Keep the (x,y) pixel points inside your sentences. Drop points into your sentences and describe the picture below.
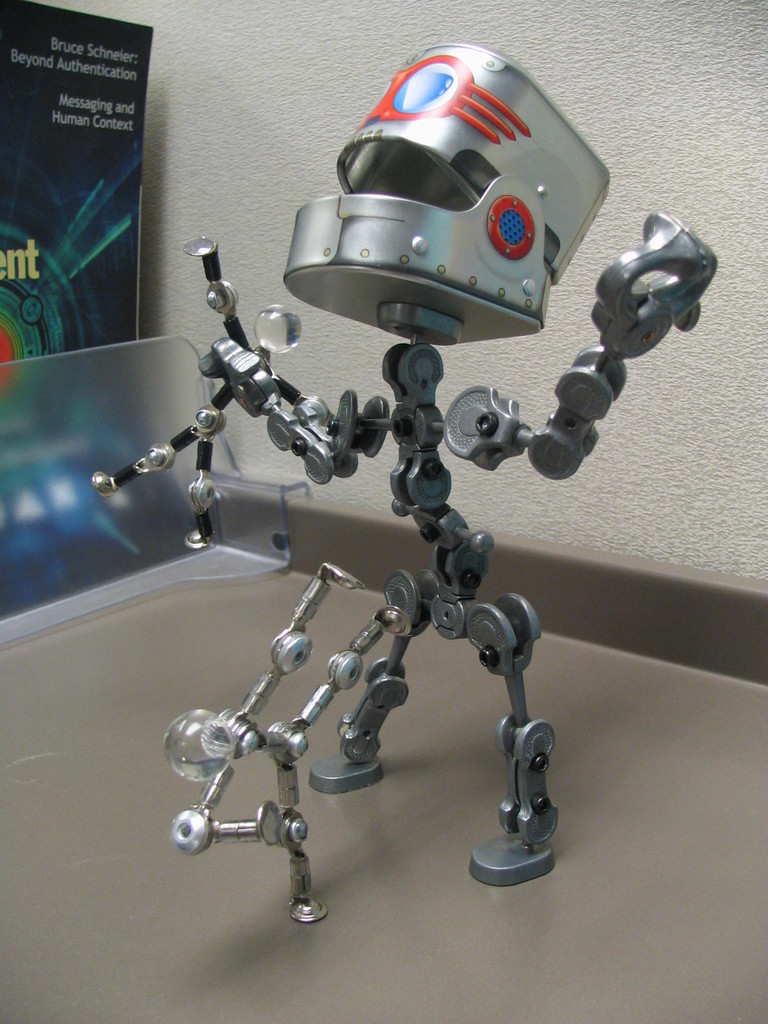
In this picture I can observe a robot (439,214) on a desk (370,656). In the background (279,61) there is a wall (675,164).
